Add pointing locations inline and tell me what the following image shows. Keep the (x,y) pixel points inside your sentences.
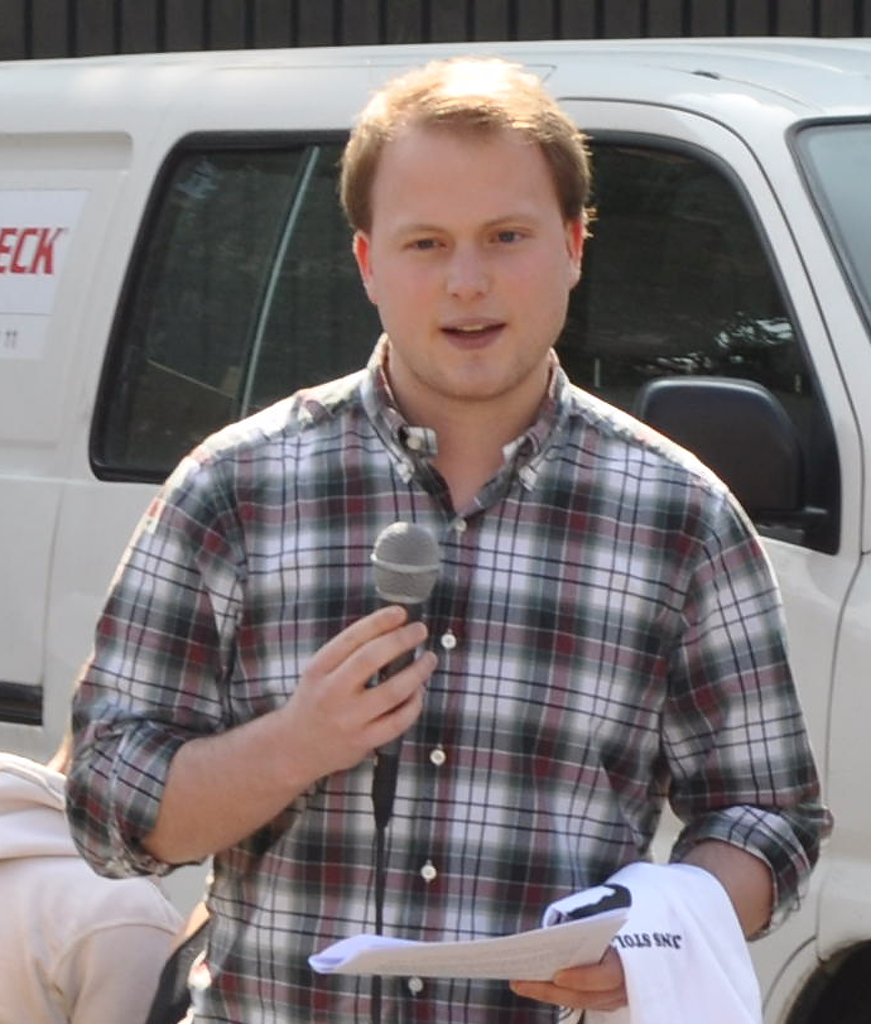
In this picture we can see a man (322,696) holding papers (419,956) and a microphone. Behind the man (350,632), there is a vehicle (199,402). At the top of the image (217,23), it looks like a wall (632,18). In the bottom left corner of the image (16,927), there is another person (27,938).
